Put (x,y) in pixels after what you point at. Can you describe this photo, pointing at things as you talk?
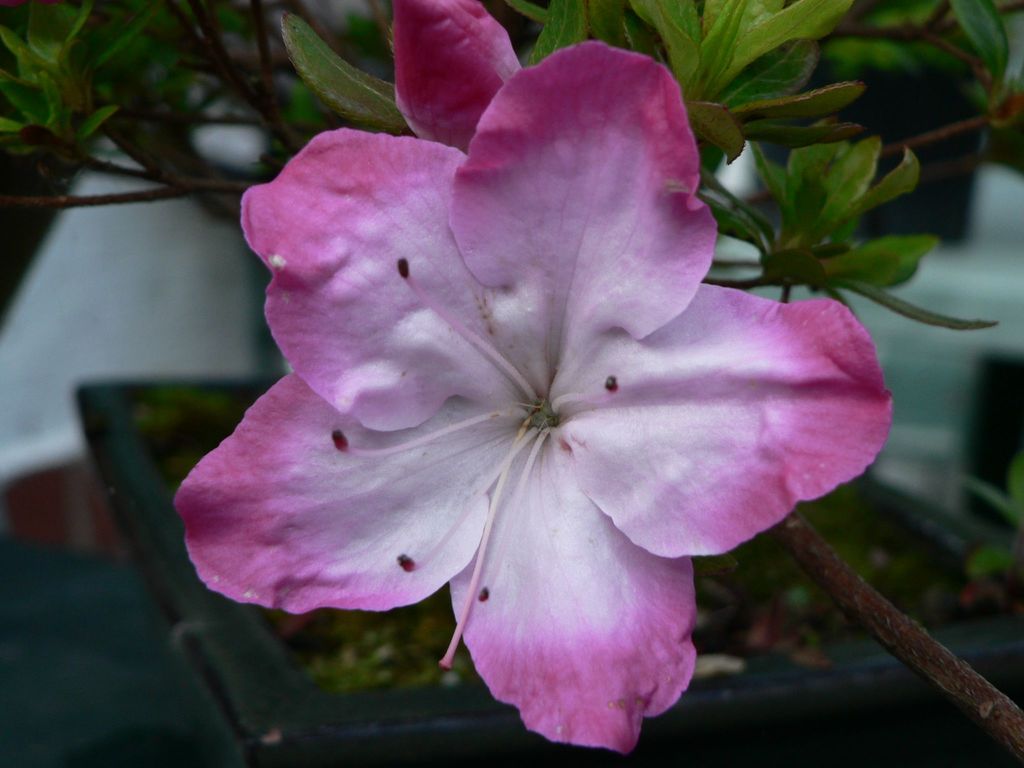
In this image we can see a flower (508,215), plant (778,82). At the bottom of the image (848,652) there is a flower pot (861,648).
